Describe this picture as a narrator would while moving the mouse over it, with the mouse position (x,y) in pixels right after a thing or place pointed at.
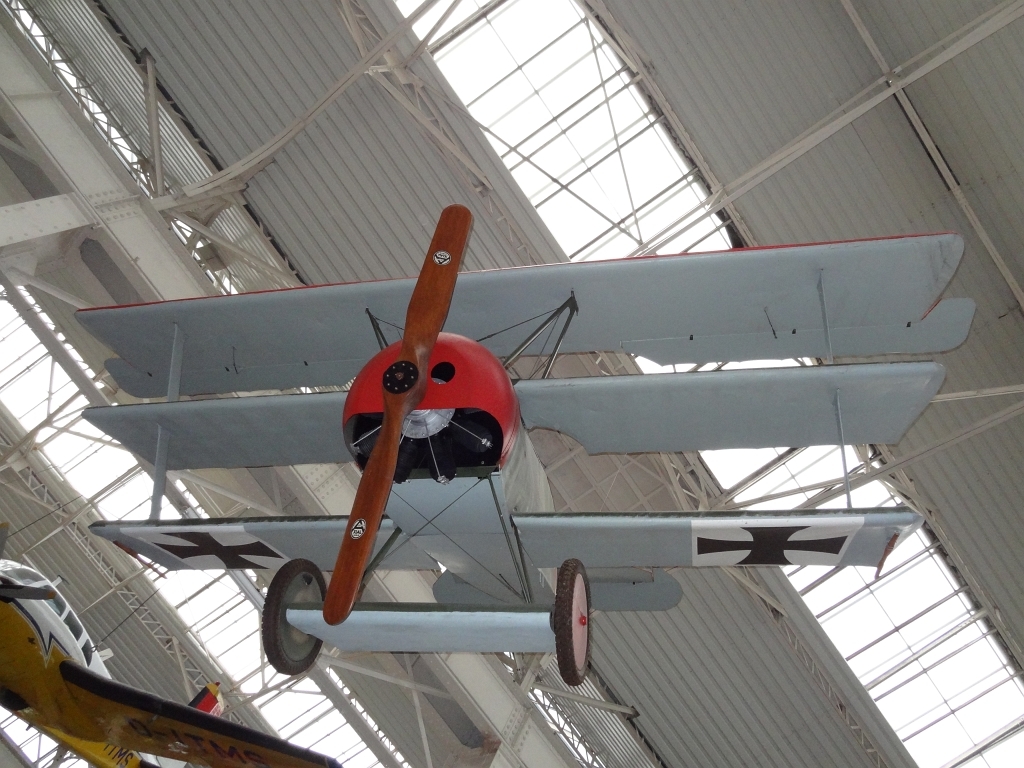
In this image there are two airplanes (477,421). On top of the image (424,152) there is a metal shed (392,144) supported by metal rod pillars (49,142).
